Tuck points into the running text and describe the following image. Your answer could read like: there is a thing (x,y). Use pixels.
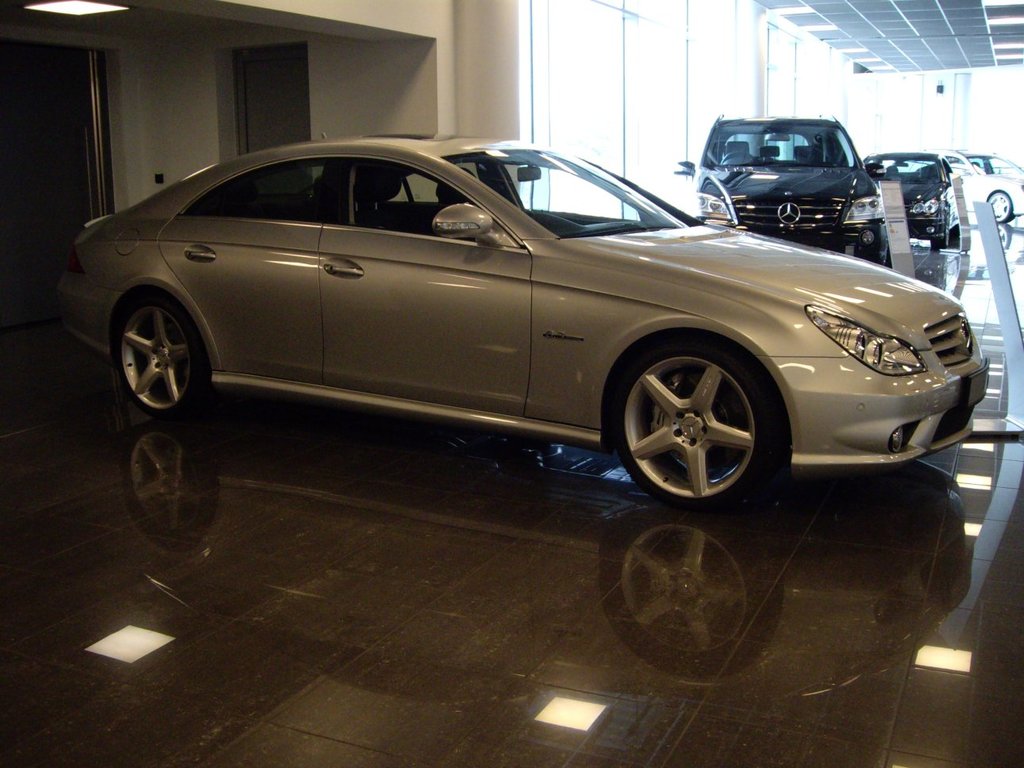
In this picture I can see there are cars (711,336) parked here in the show room (363,495) and there are glass doors (704,124) and there is a wall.
